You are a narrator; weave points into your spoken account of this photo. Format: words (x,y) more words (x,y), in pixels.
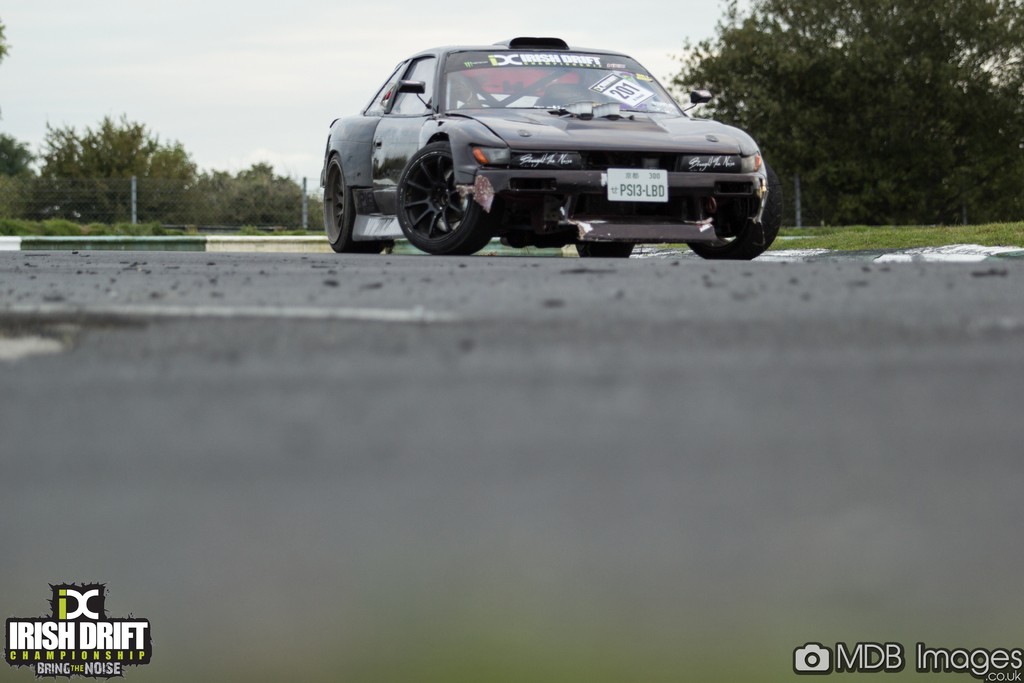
This is an outside view. Here I can see a racing car (473,207) on the road (387,307). In the background (138,171) there are many trees (867,68). At the top of the image (192,77) I can see the sky (103,85). At the bottom (865,655) there is some edited text (826,652).
